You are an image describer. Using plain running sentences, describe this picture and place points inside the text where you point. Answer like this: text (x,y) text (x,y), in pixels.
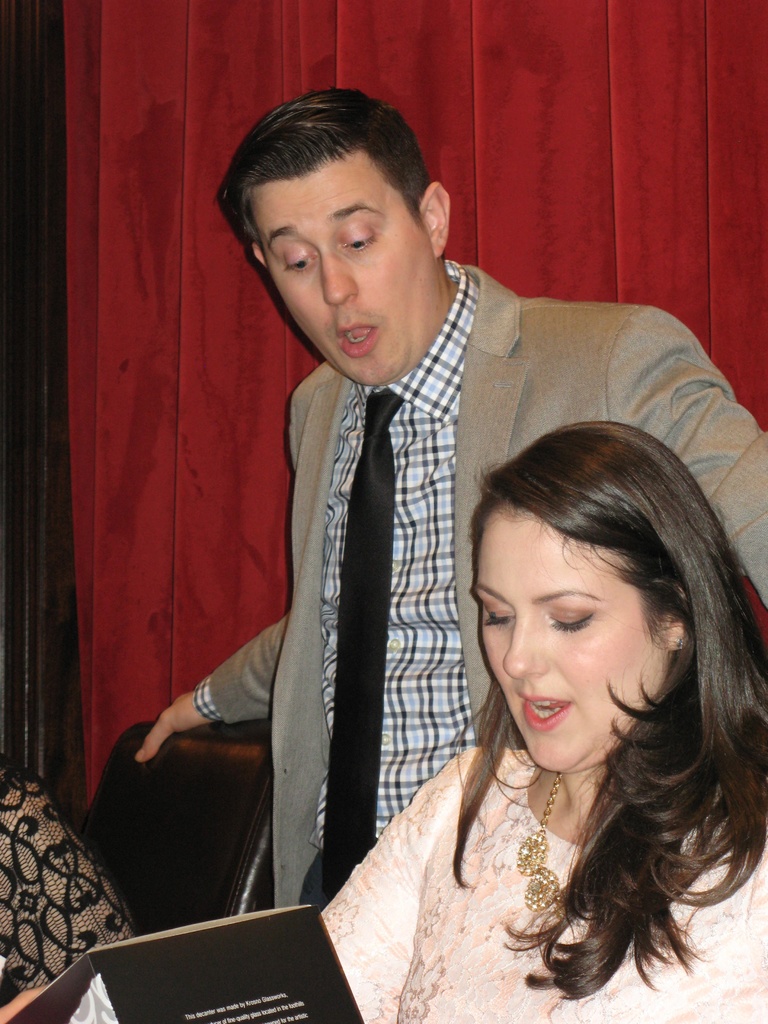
In the picture we can see a man (748,507) and a woman (491,712), a man (263,712) is standing and holding a chair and a woman (564,626) is holding a magazine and watching it and in the background (706,177) we can see the wall (24,79).
